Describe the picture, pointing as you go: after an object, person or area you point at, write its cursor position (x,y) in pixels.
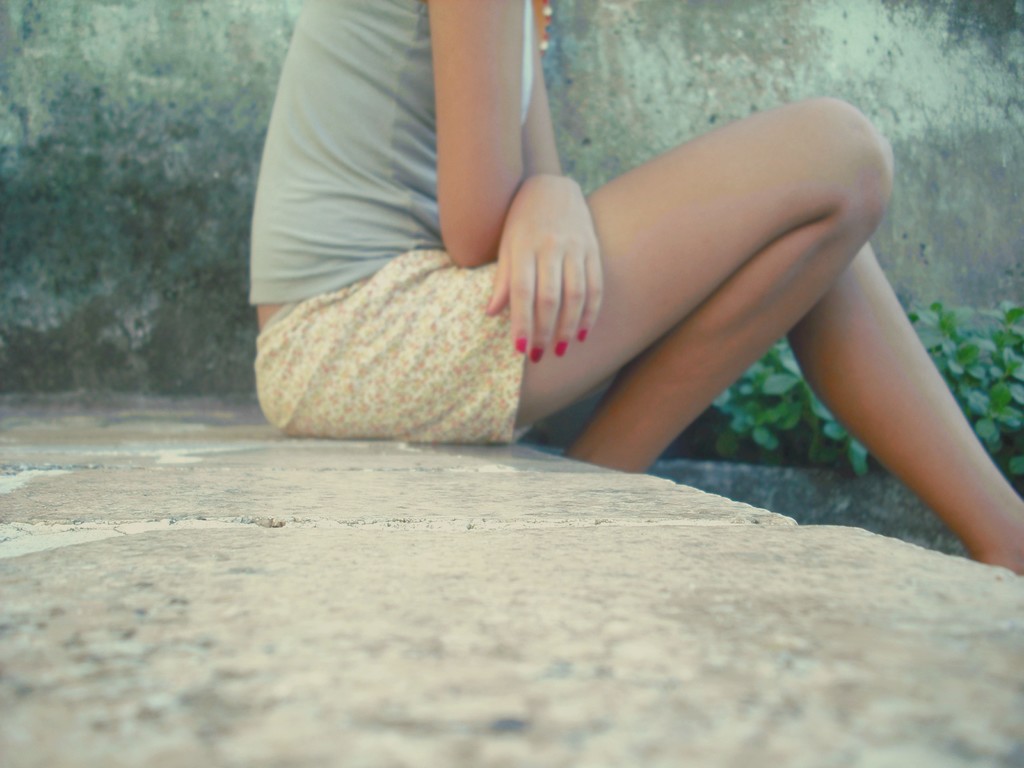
In the center of the image (488,304), we can see a person (364,259) sitting on the wall (541,554) and in the background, there are plants (762,367).
